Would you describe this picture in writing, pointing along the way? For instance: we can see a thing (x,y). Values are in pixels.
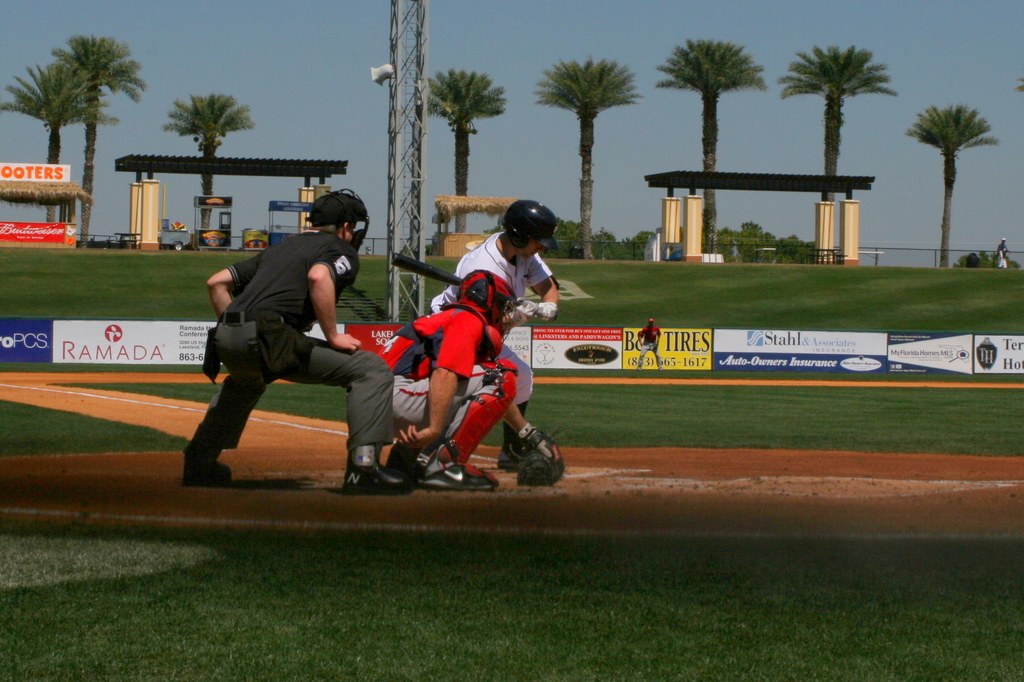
In this image I can see few people (346,213) and one person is holding something. Back I can see few trees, sheds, pillars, hut (64,220), banner (21,225), pole (397,2), different boards (570,358) and the sky (700,147).
